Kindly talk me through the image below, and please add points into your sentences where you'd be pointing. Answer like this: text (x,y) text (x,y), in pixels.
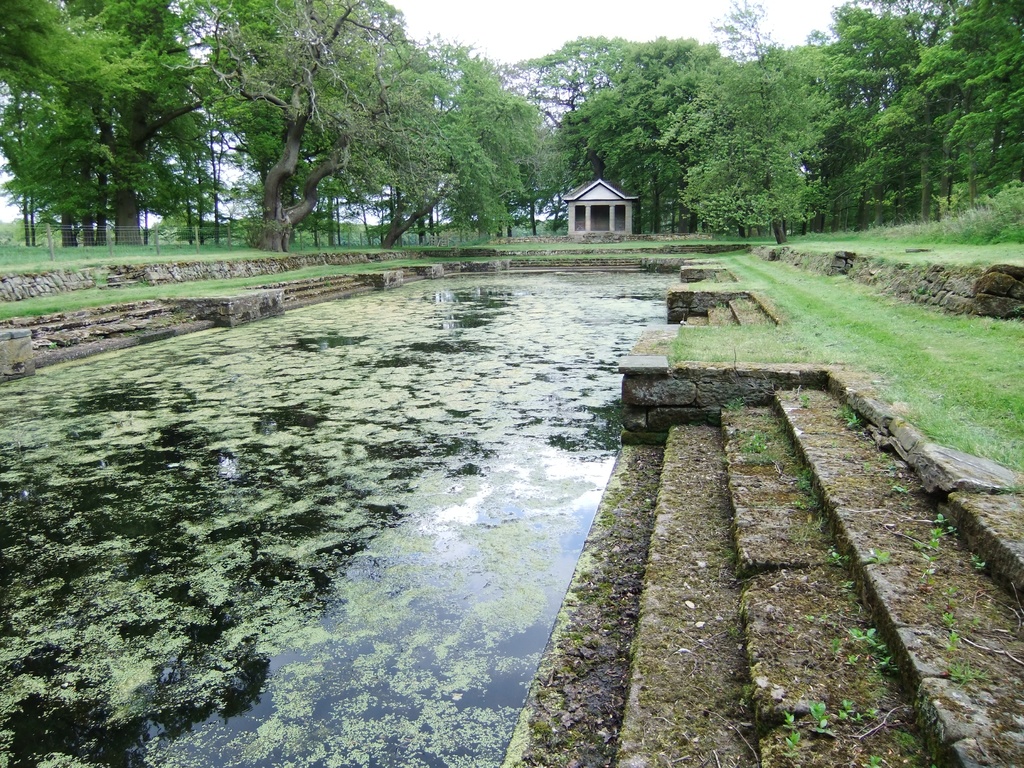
In the center of the image (464,362) we can see pond (396,621). In the background (470,230) there is a shed (601,211) and trees (527,203). On the left (108,245) we can see a fence (186,226). There are stairs (644,556). At the top (520,19) we can see sky (540,19).
